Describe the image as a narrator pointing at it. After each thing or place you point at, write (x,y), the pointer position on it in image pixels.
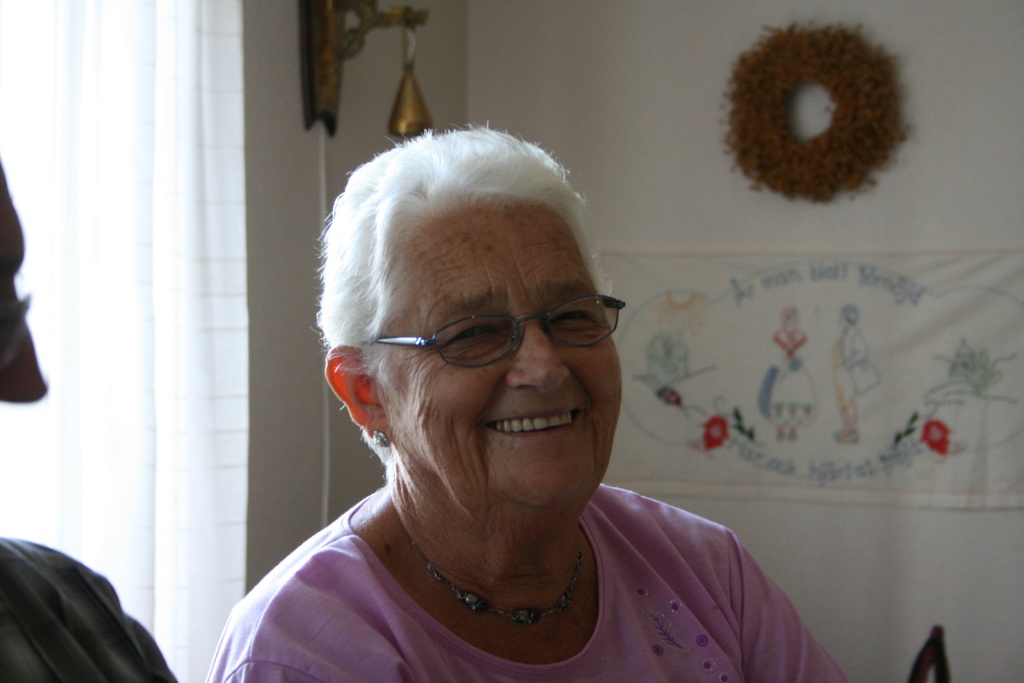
In the foreground of the image (463,617) there is an old lady (500,523). In the background of the image (199,145) there is a white color curtain (207,122). There is a poster (714,308) on the wall (451,28) and there are other objects (740,96). To the left side of the image (26,608) there is another person (72,628).
